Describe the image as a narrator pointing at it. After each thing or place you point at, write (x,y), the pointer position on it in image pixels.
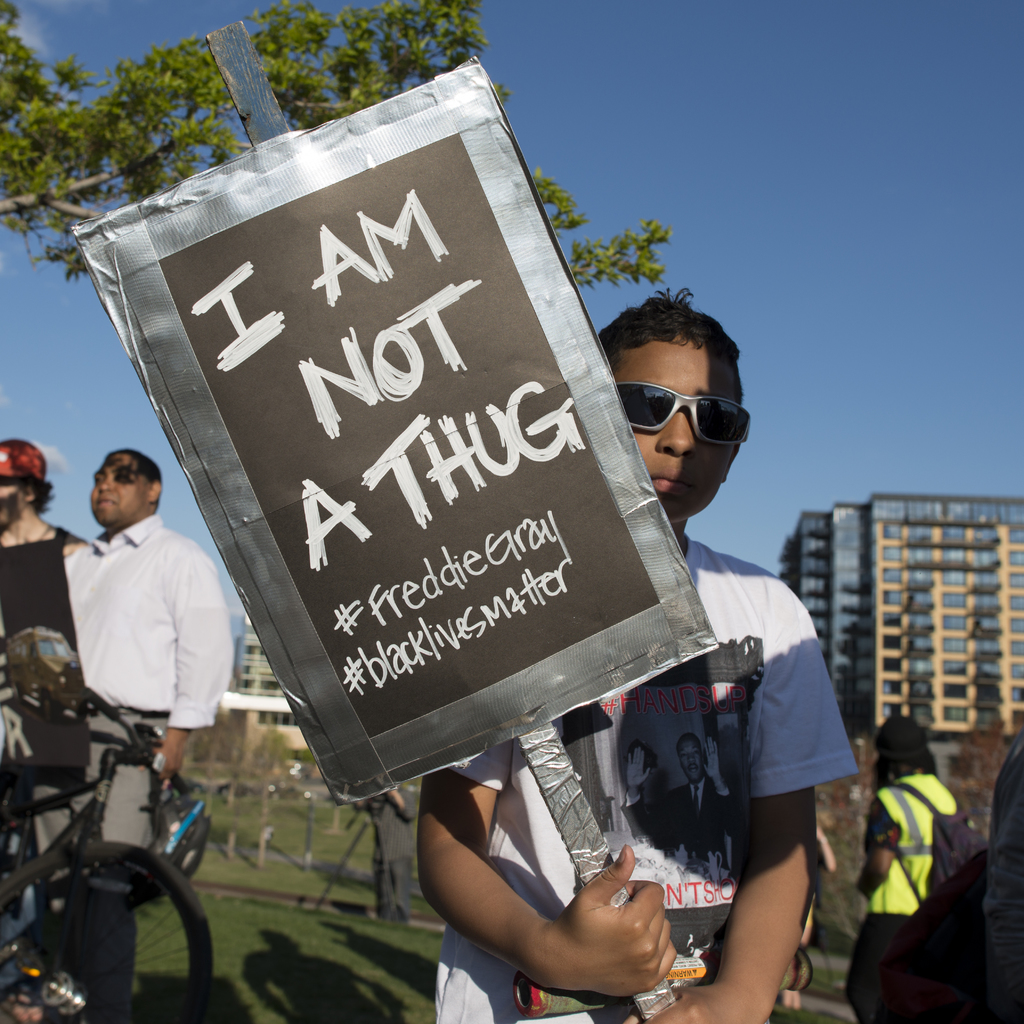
In the picture I can see a boy (682,686) wearing a T-shirt (749,715) and he is holding a banner board (511,520) in his hands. I can see two men (155,688) and a bicycle (77,863) on the left side (99,655). I can see a person (941,785) on the bottom right side (900,803) and looks like he is wearing a safety jacket (927,817). I can see the building (911,694) on the right side (879,622). There are trees (440,36) on the top left side of the picture (164,161). There are clouds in the sky (760,160).
